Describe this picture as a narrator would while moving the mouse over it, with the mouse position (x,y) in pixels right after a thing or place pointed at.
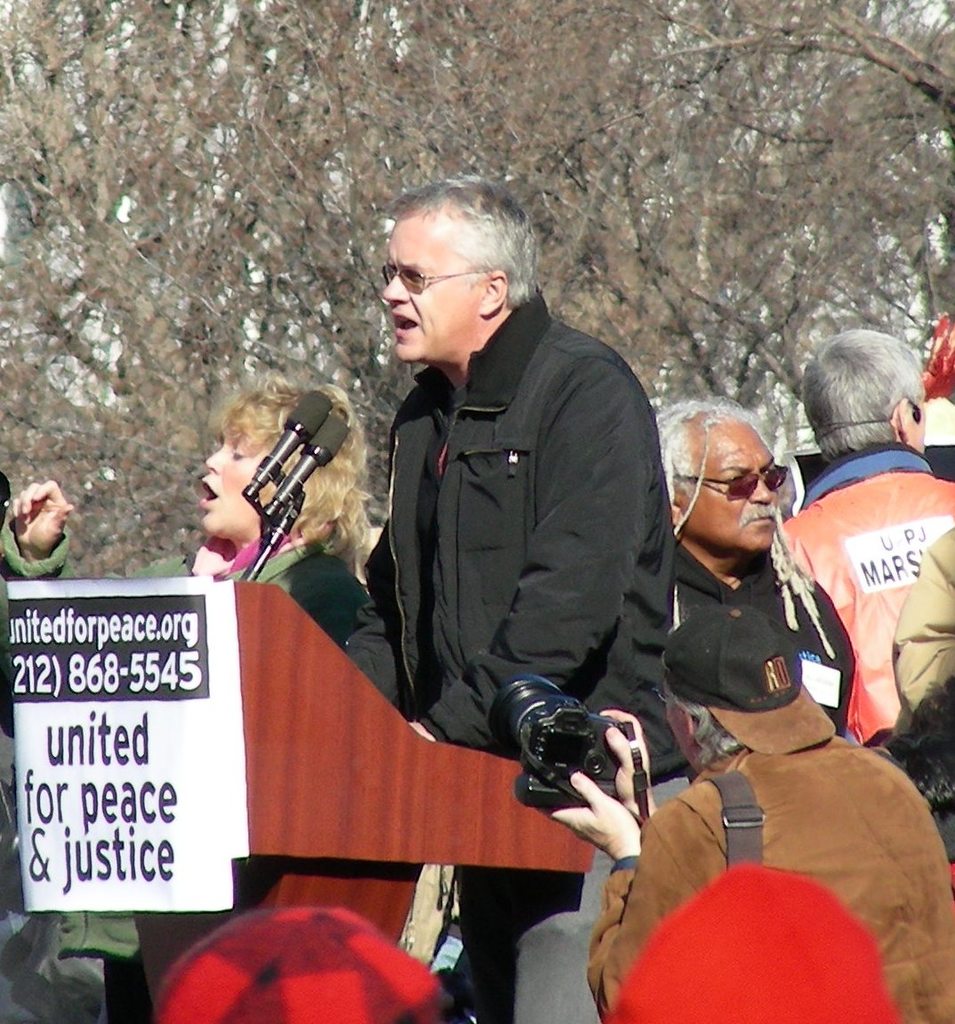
In this image there is a person (495,538) standing in front of the dais (290,608). On top of the dais (238,619) there are mike's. Around him there are a few other people (316,537) standing. There is a poster (190,735) with some text (121,767) on it. In the background of the image (161,106) there are trees (813,164).
